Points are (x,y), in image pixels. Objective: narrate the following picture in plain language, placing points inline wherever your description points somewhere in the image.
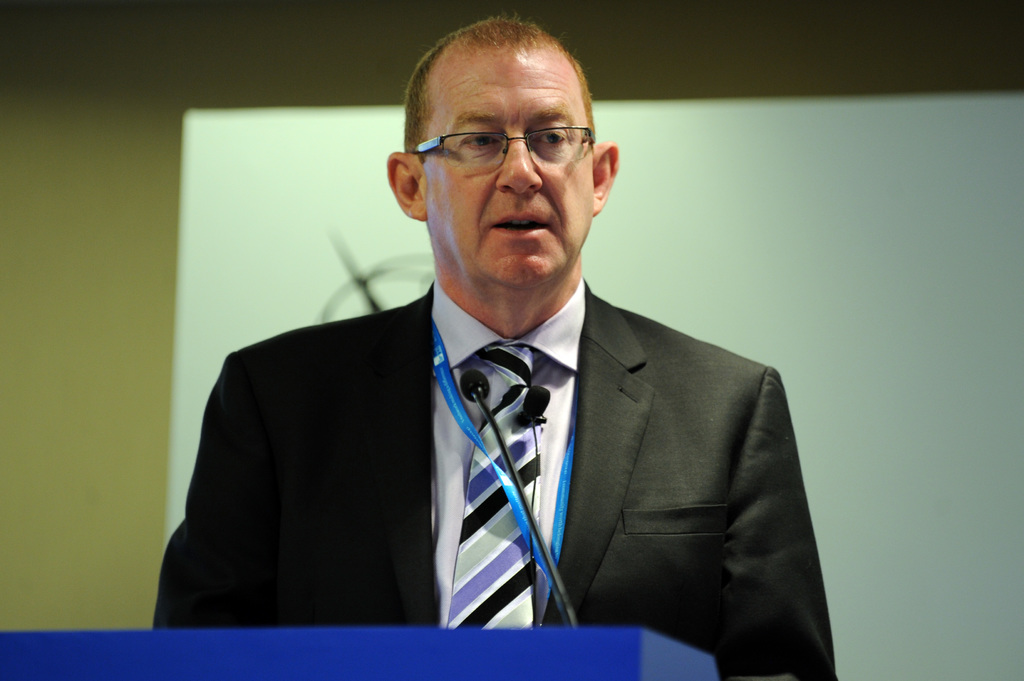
In this image, in the middle (610,450), we can see a man (759,487) wearing a black color suit (743,564) is standing in front of the podium (514,638). In the background (970,177), we can see a screen (970,177) which is in white color.
